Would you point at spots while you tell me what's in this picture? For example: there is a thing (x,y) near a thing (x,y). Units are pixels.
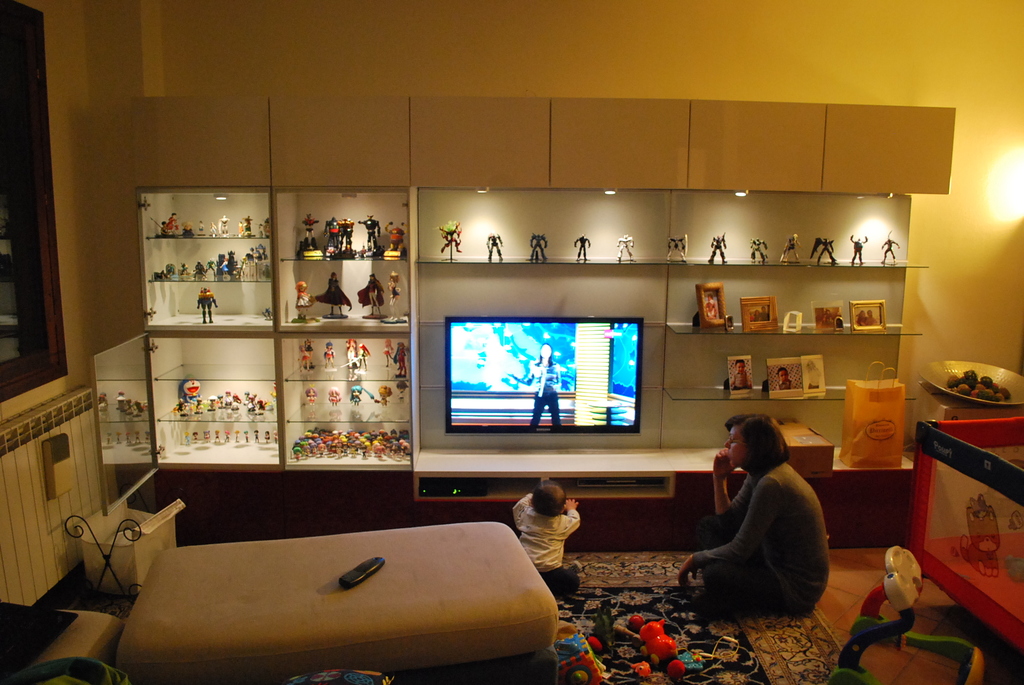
In the image we can see a woman (734,537) and a baby (573,530) sitting. They are wearing clothes (566,537), this is a television (520,376), carpet (756,641), floor (862,582), shelf (820,343), wall (506,42), remote (368,573), a bed (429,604) and a light (1019,194).
